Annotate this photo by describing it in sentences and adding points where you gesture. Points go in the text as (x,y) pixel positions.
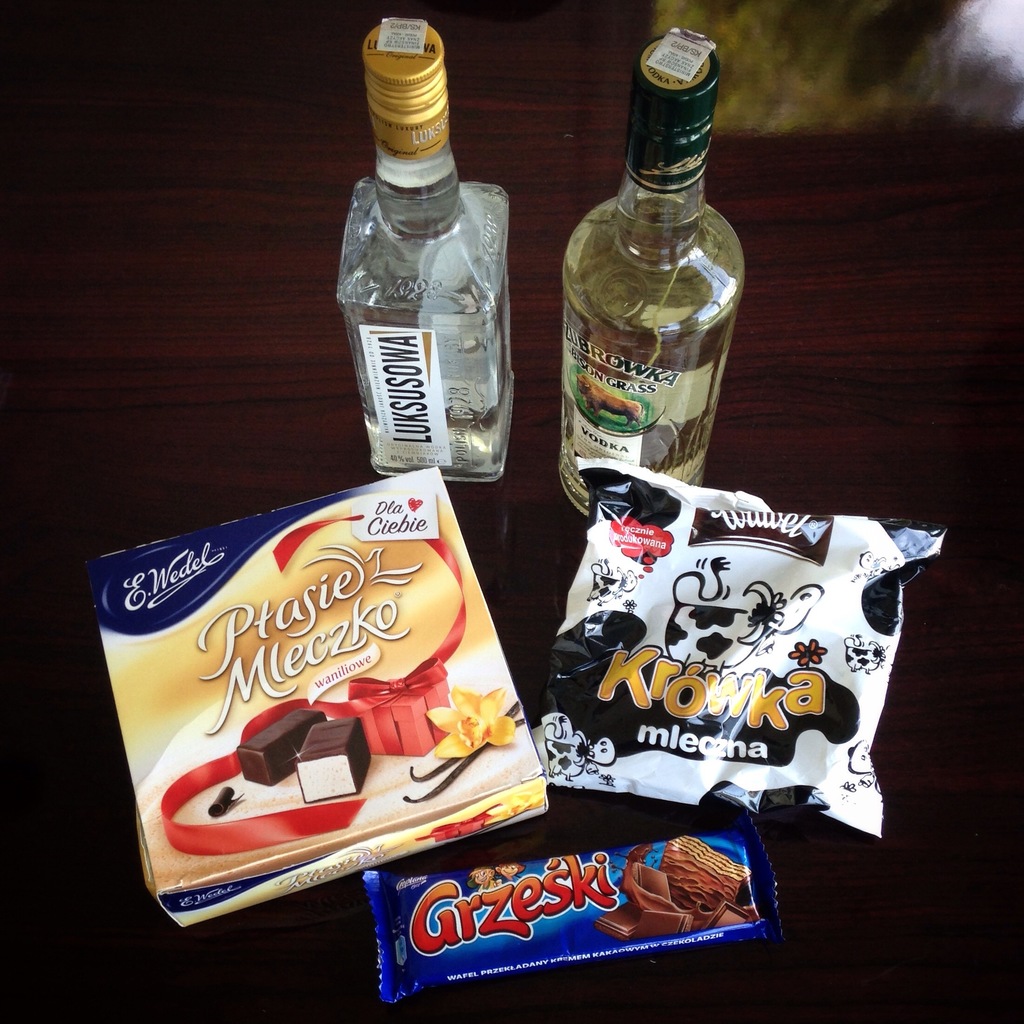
In this picture we can see vodka bottles (456,183), and snacks (696,559), and chocolate (675,848) and some other objects (401,789), on the table (164,379).
